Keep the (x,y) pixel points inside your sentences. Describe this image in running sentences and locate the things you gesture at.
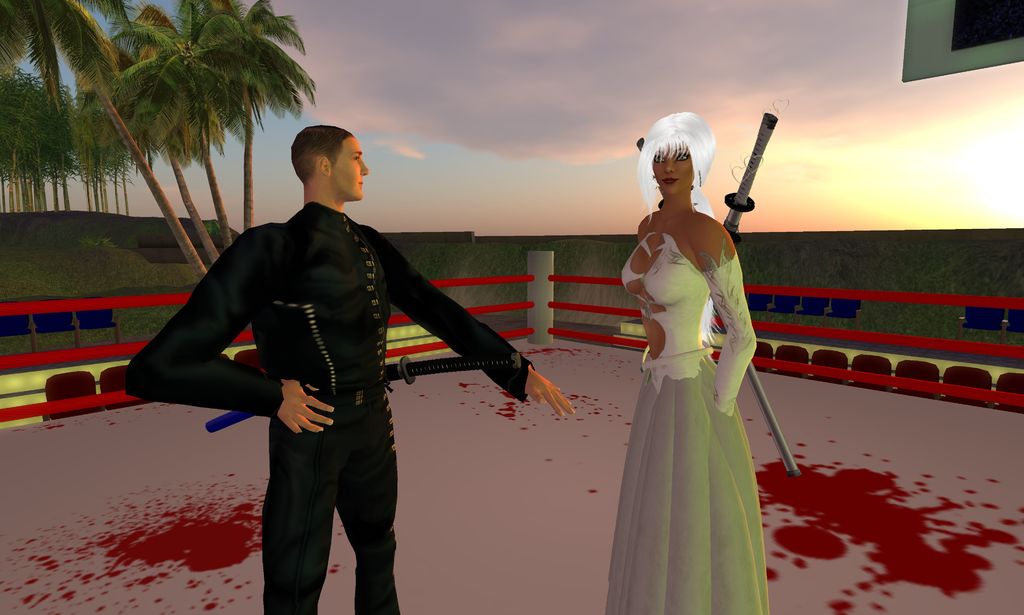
This is an animated image. In this image there is a man (359,337) and a woman (707,239) having swords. In the back (527,308) there is a railing (533,299). In the background (156,150) there are trees (197,126) and sky (480,110).
